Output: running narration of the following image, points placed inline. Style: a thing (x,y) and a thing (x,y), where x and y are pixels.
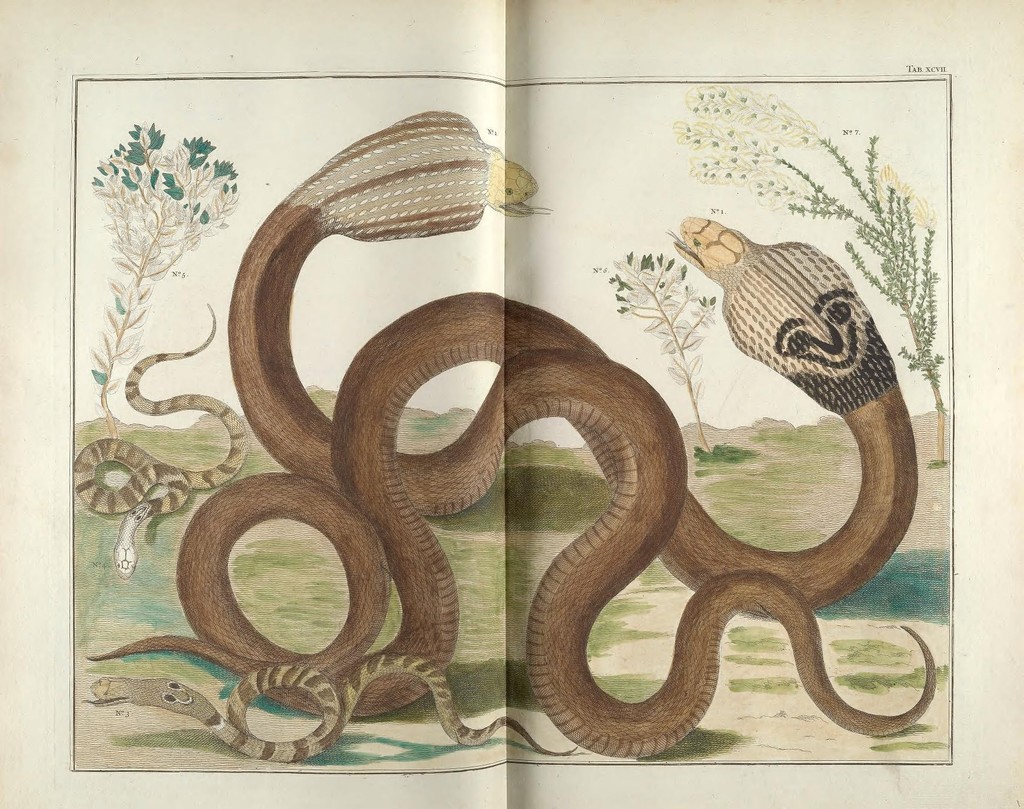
In this picture we can see a painting (823,129) of two snakes (341,481) mainly and this two snakes (427,455) are on a land (697,455) with grass (285,568), trees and besides this two big snakes (306,258) we have small snakes (90,492) surrounding it.
